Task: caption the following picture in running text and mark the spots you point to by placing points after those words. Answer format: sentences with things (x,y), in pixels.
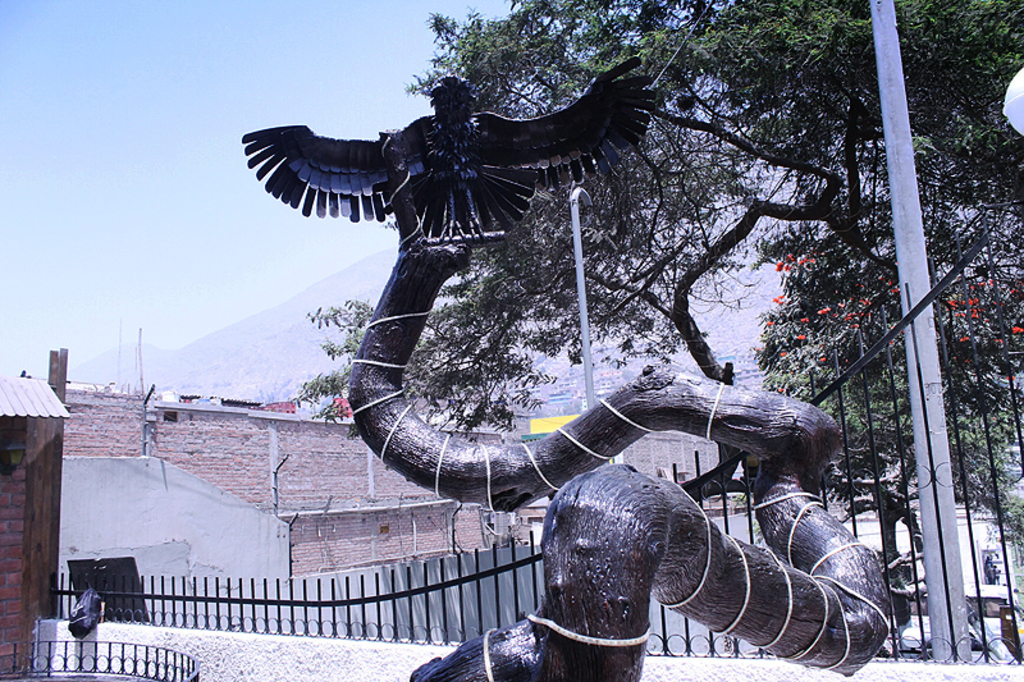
In this image there is a statue (624,524). Behind there is a fence (461,619) on the wall (361,655). Right side there is a pole (933,393). Behind there are few trees (867,435). Behind there are few buildings (339,505). Behind there is a hill (302,346). Top of the image (152,178) there is sky (116,148).
